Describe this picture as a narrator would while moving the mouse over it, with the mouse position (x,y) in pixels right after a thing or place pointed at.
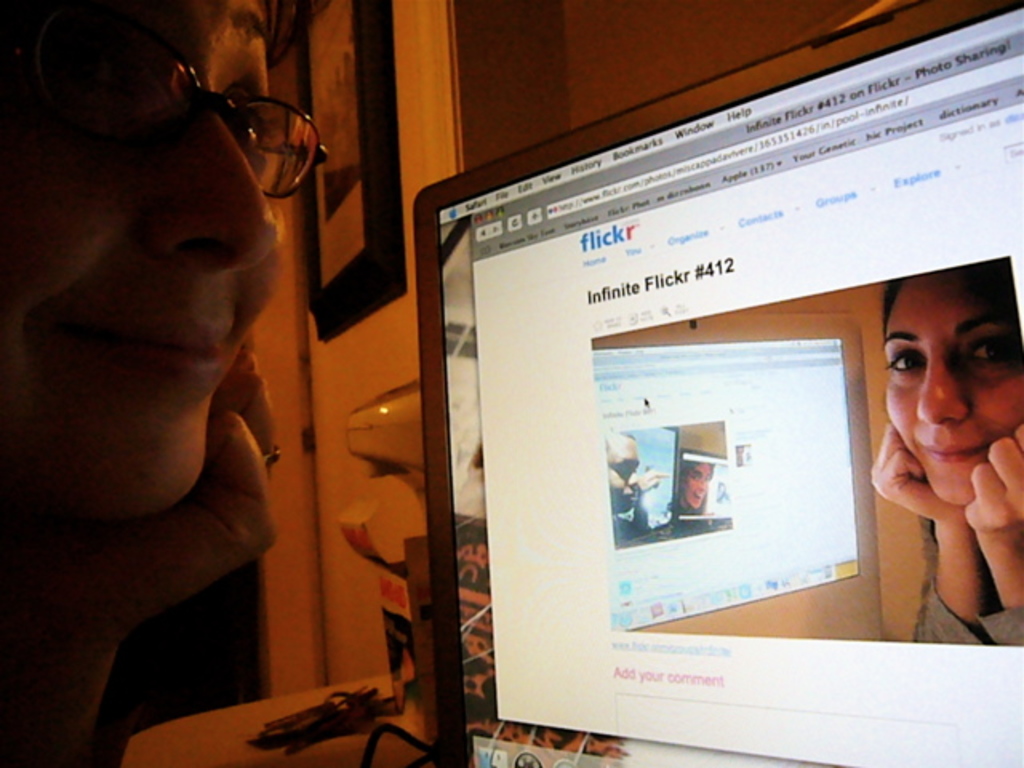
In this picture we can see a screen (531,601). There is a woman (232,369) on the left side (58,711). There are some wires (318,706) on the table (211,730). We can see a frame (388,75) and few other things (419,422) on the wall (414,140).
